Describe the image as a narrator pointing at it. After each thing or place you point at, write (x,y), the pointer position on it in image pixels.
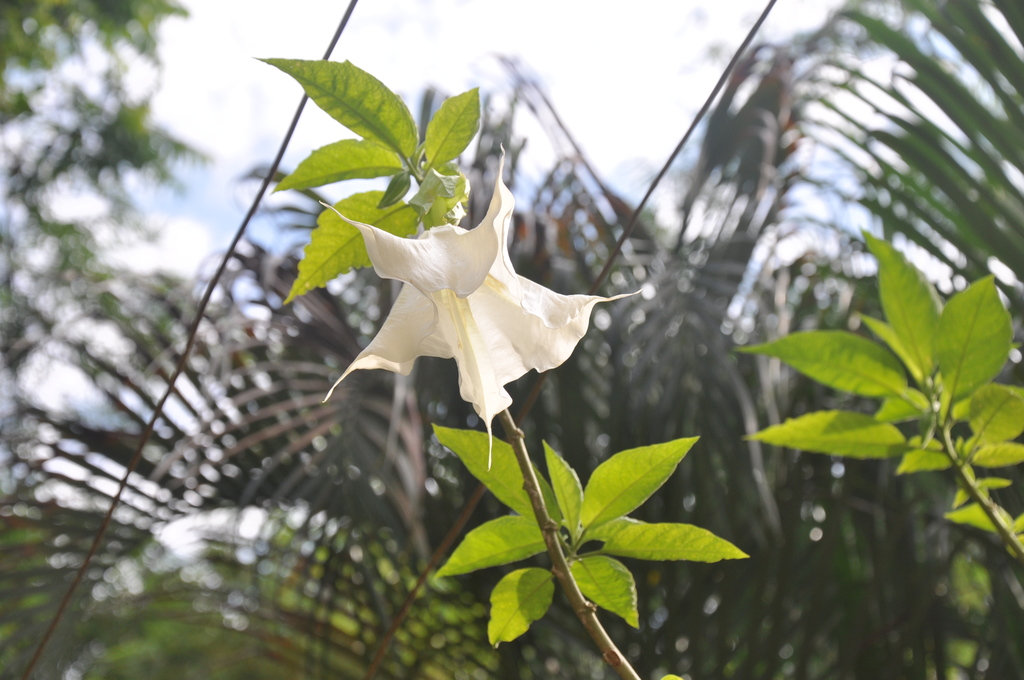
In this image we can see the flower (574,315) and here we can see the green leaves (618,550). In the background (670,421), we can see the trees (924,155).
